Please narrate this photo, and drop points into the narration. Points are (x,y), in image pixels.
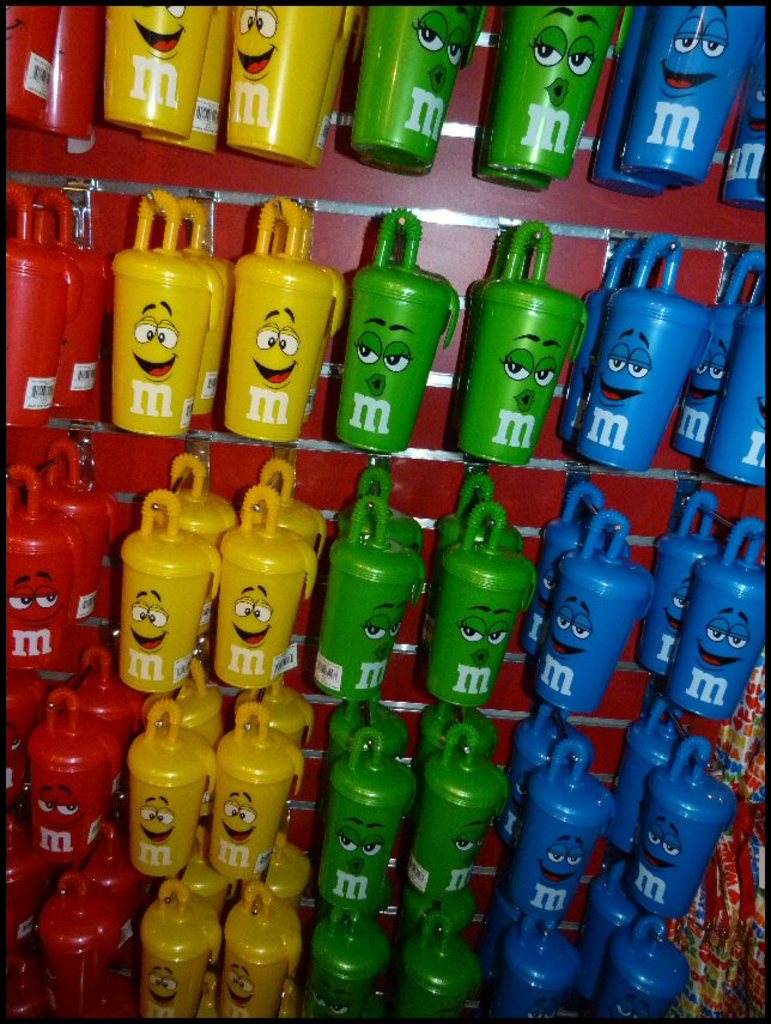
In this picture we can see many bottles (578,778).
